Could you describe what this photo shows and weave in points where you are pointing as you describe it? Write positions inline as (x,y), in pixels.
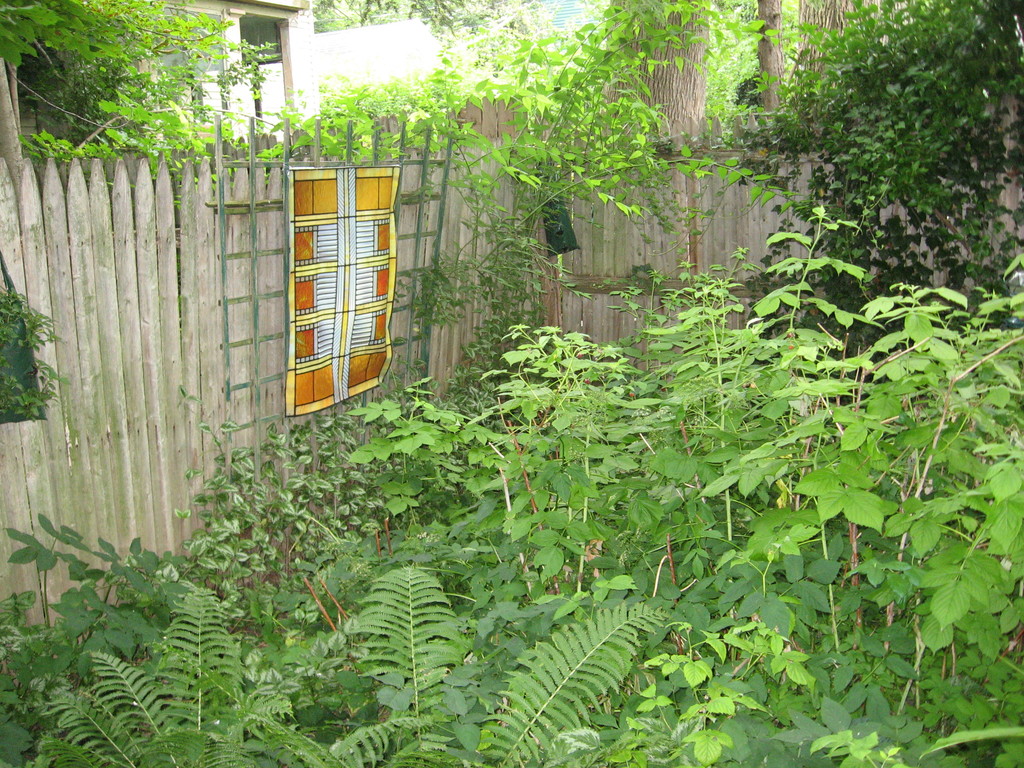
In this image, we can see some plants (770,446) and trees (493,67), we can see the wooden fence (733,241).
